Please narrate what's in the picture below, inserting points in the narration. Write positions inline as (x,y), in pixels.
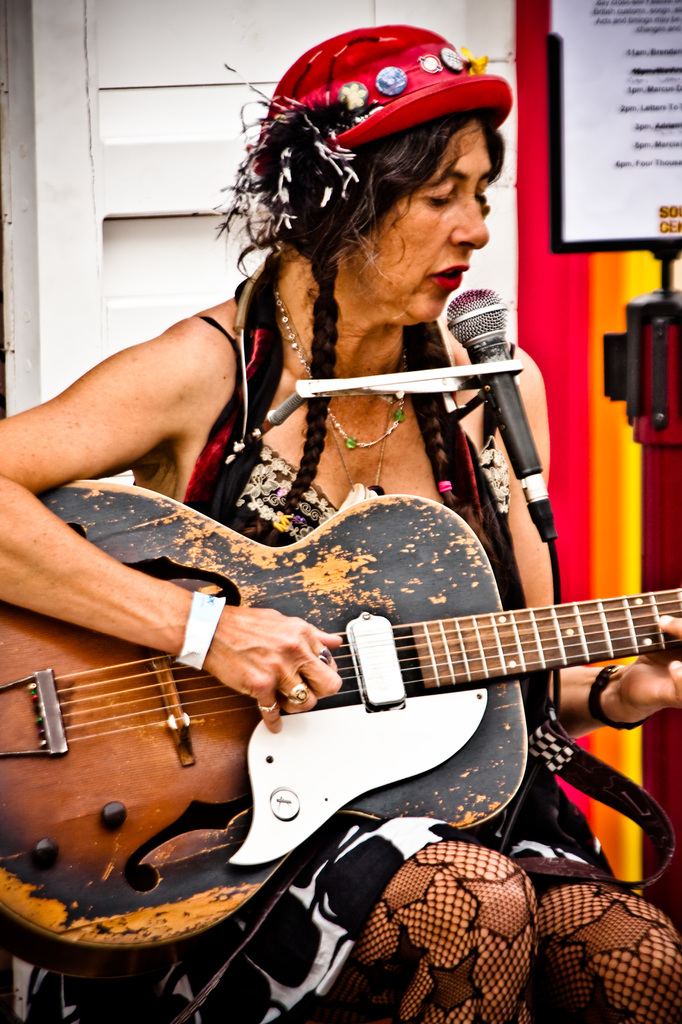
This picture is clicked outside. In the center (359,431) there is a Woman (321,331) wearing black color dress (326,868) and red color hat (390,53), sitting on the chair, playing Guitar (463,670) and singing. There is a microphone (473,353) attached to the stand (317,386). In the background (483,6) there is a door (116,156) and at the right corner (619,10) there is one board (648,150) on which some text (616,22) is written.
